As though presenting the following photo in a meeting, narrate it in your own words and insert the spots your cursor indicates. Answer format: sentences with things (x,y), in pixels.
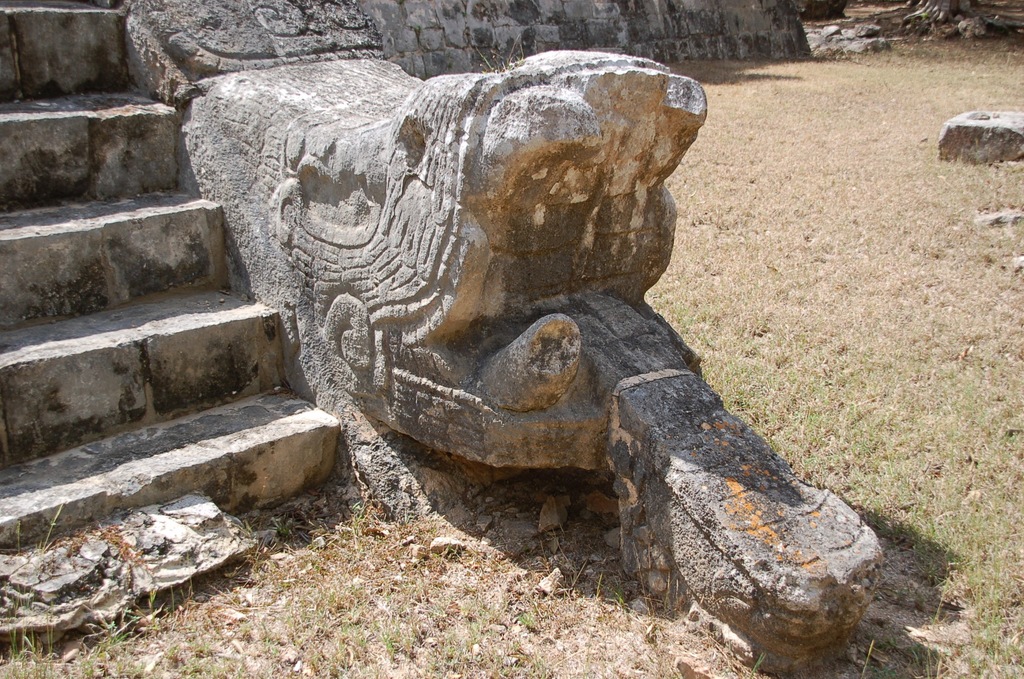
This image consists of steps (231,407) and rock (491,356) which is chiseled in a shape. At the bottom (404,653), there is ground (407,664).
